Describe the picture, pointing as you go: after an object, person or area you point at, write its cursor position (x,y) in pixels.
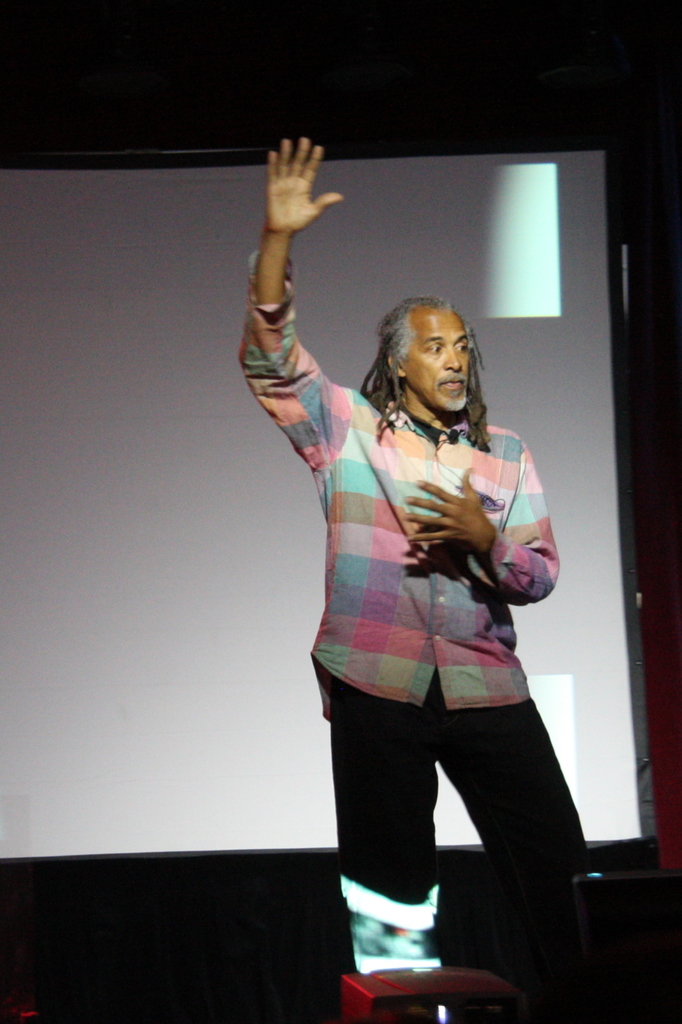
In this image I can see the person (448,649) with colorful dress (435,649). At the back of the person (309,399) I can see the screen (193,348). And there is a black background (386,36).
